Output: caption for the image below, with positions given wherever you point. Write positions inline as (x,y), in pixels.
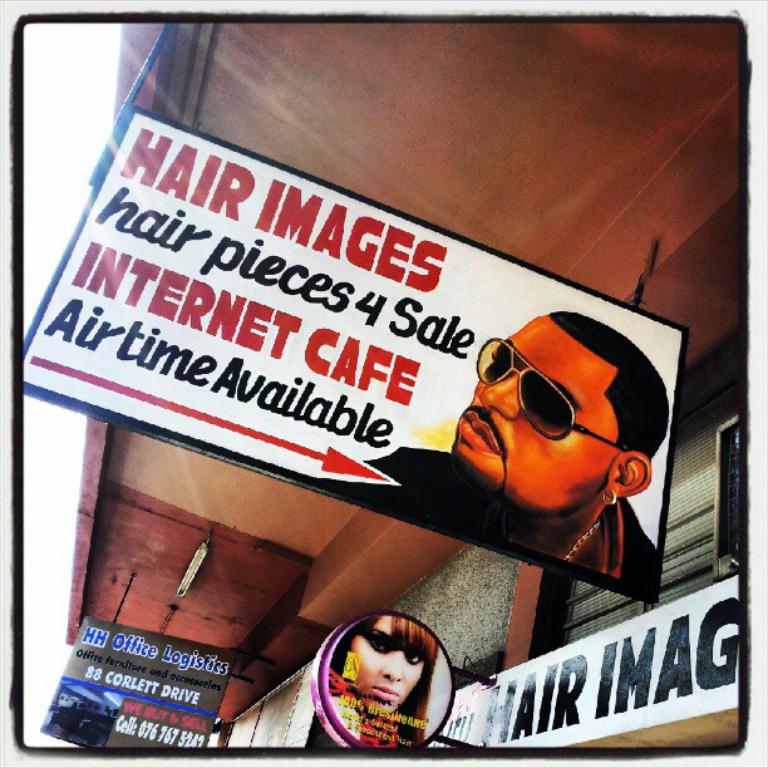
In this image we can see a picture (348,493) which has advertisements (333,309), name boards (172,178), persons (430,460) and walls (486,94).
